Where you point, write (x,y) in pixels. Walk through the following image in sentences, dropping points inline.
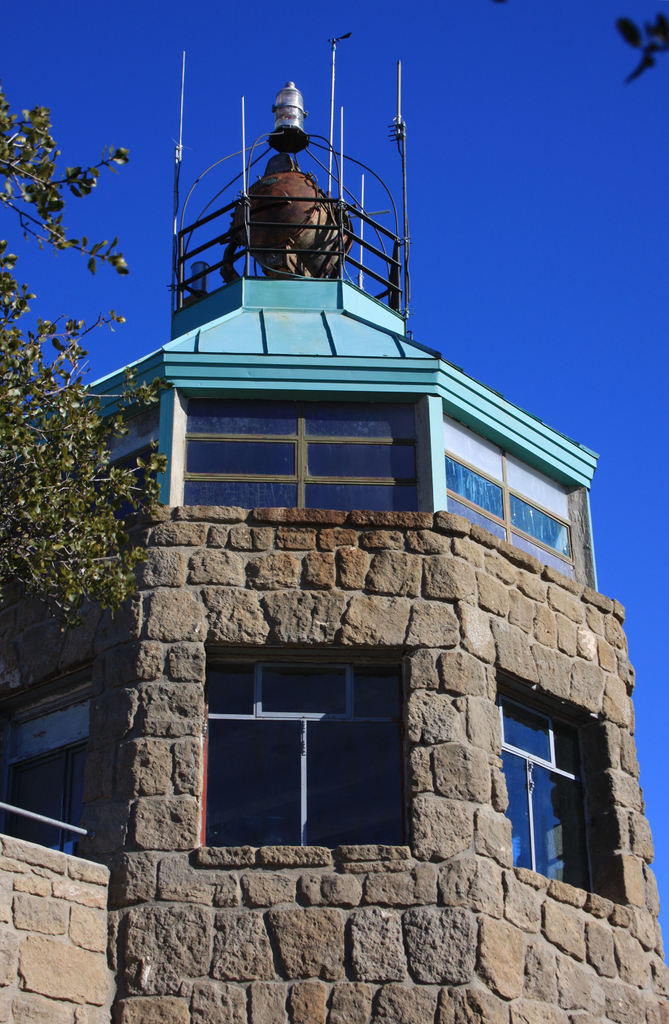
In the image there is a building (366,746) in the front (366,746) with tree (61,522) on the left side (61,436) and a antenna (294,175) above it and above its sky (460,123).
